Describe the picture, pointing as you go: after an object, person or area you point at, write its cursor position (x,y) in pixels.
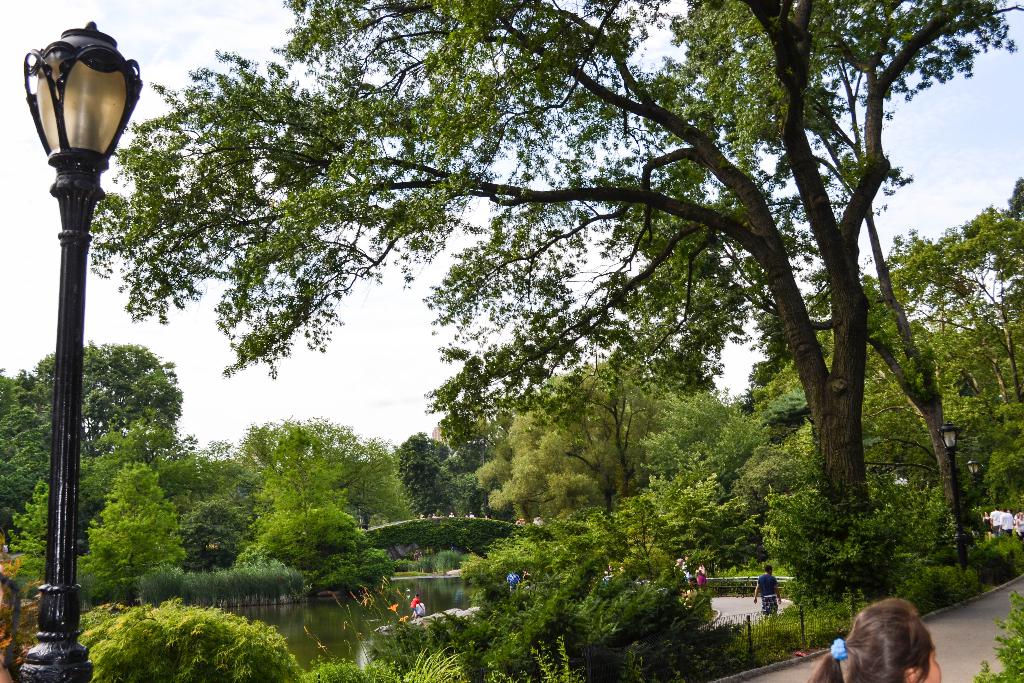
This image consists of many trees (308,582). In the middle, there is water (337,643). And we can see few persons (764,585) in this image. On the left (66,449), there is a lamp (72,459). On the right (965,635), we can see a path (953,638).
